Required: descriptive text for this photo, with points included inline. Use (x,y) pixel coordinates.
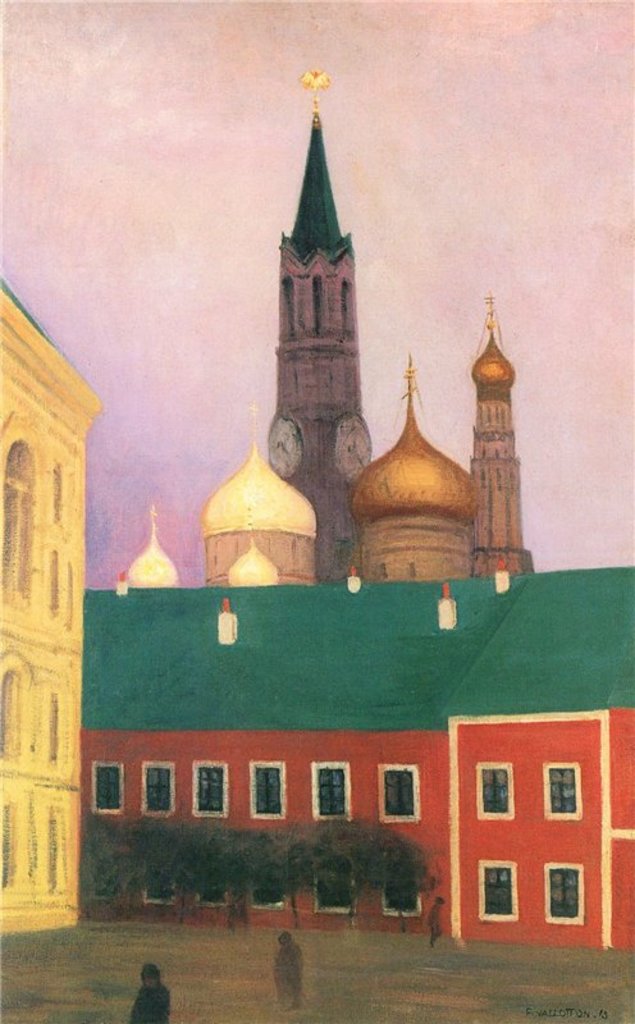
In this image we can see a painting (270,635), in that there are buildings (355,663), windows (280,799), trees (350,850), also we can see a few people (156,1014), and the sky (479,206).
